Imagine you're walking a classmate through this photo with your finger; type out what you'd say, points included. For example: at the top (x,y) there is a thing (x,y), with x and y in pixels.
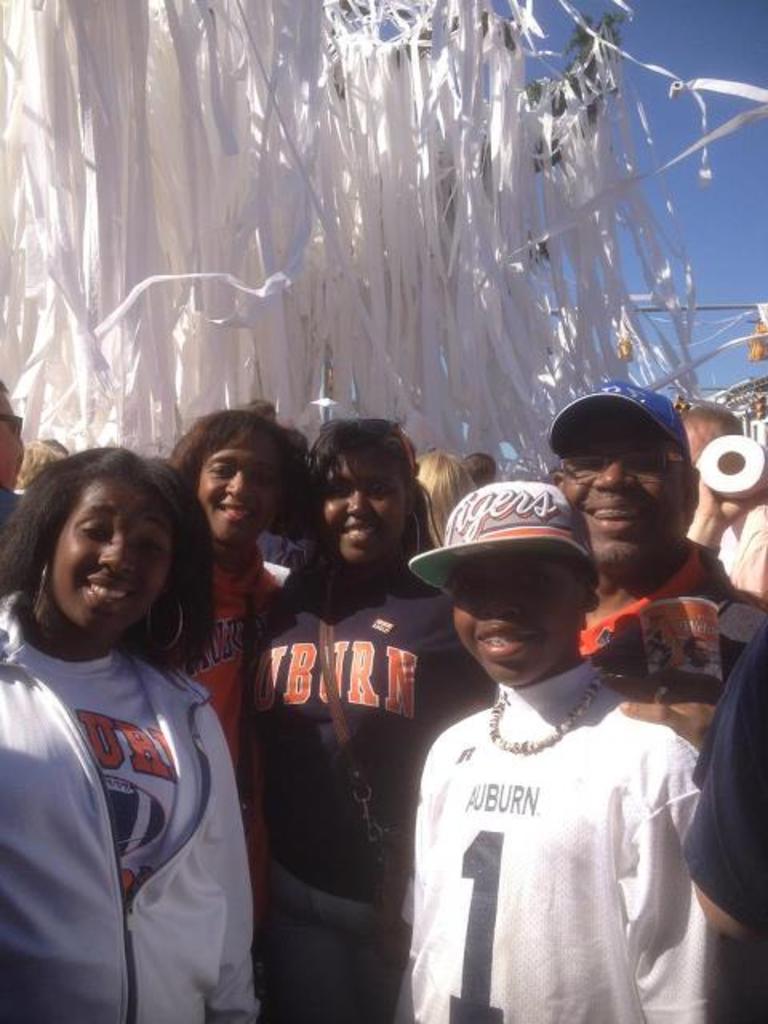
In this picture I can see few people (301,444) standing and couple of them (541,532) wearing caps (484,536) on their heads (509,604) and I can see tree (587,49) and a building (750,427) in the back (754,418) and I can see blue sky (666,123).
